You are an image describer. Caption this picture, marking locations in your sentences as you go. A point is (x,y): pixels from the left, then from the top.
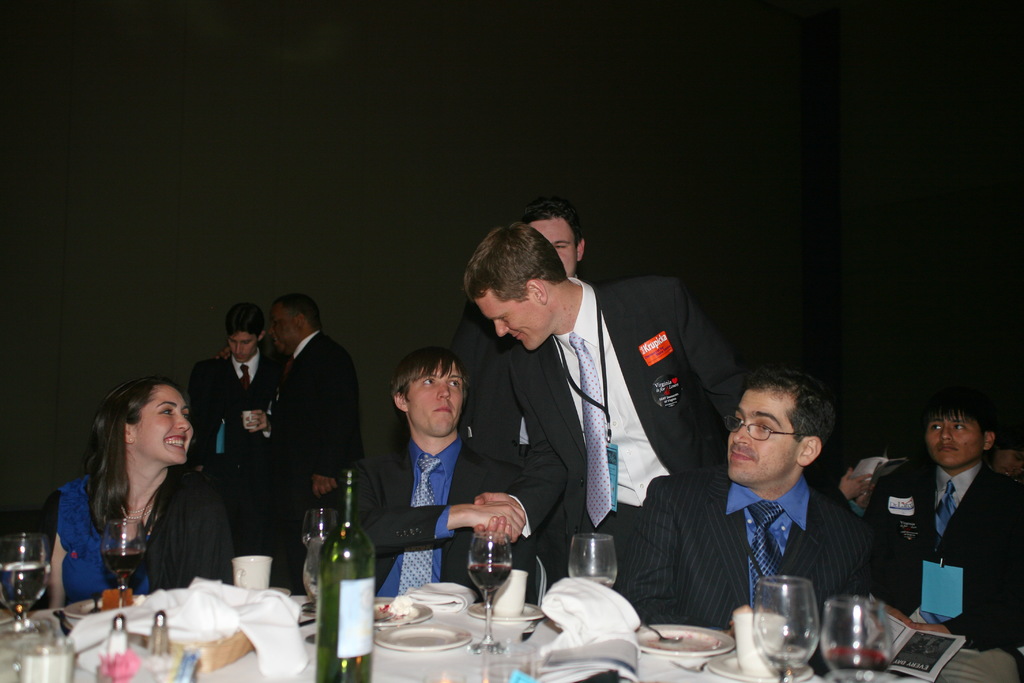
In the foreground of the picture (361,553) there are tables (414,648), on the tables (475,623) there are glasses (307,577), plates (409,619), clothes (130,634), jars (113,643), drinks (113,563), bottle (349,629), books (898,647) and other objects (753,645). In the center of the picture (610,407) there are people (435,478), few are standing and few are sitting. The background (126,127) is black.
